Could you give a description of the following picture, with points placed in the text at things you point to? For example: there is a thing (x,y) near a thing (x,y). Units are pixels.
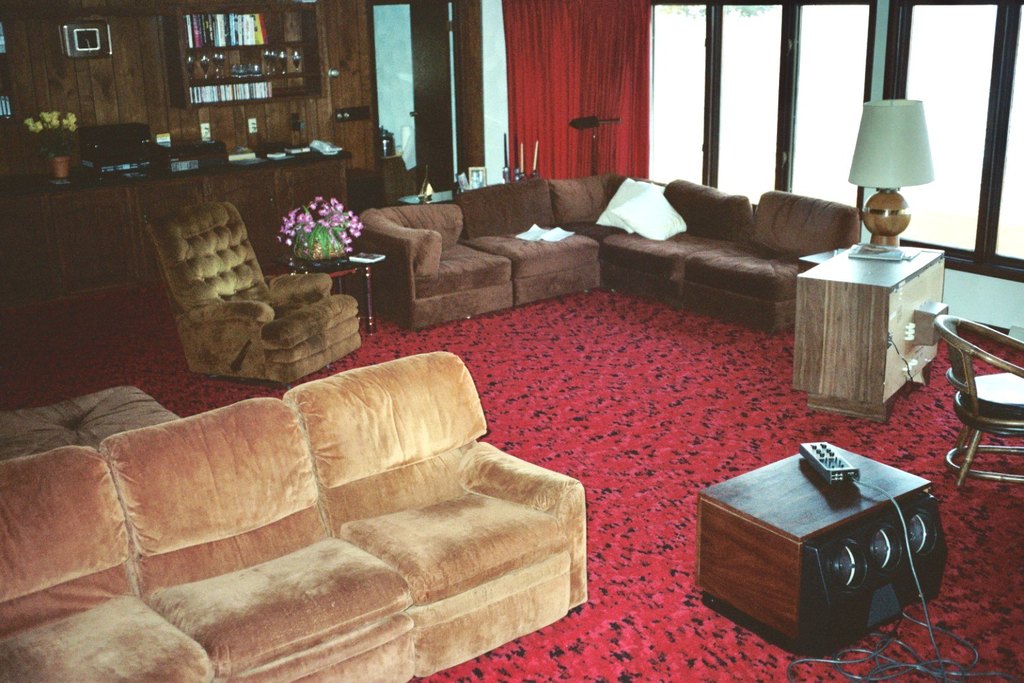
In a room (627,225) there are two sofas (517,220). To the corner there is one sofa (506,228), and to the left side (159,502) there is another sofa (157,514). To the left side (150,188) there is a cupboard (167,188). On the cupboard (287,176) there are flower pots (44,122), black color box (124,156) and some papers (231,151) in it. And to the right side (984,390) there is a chair (996,382), a speaker (867,586). On the table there is a lamp (889,131). In the background (910,200) there is a window (927,202) with red curtains (582,76).
